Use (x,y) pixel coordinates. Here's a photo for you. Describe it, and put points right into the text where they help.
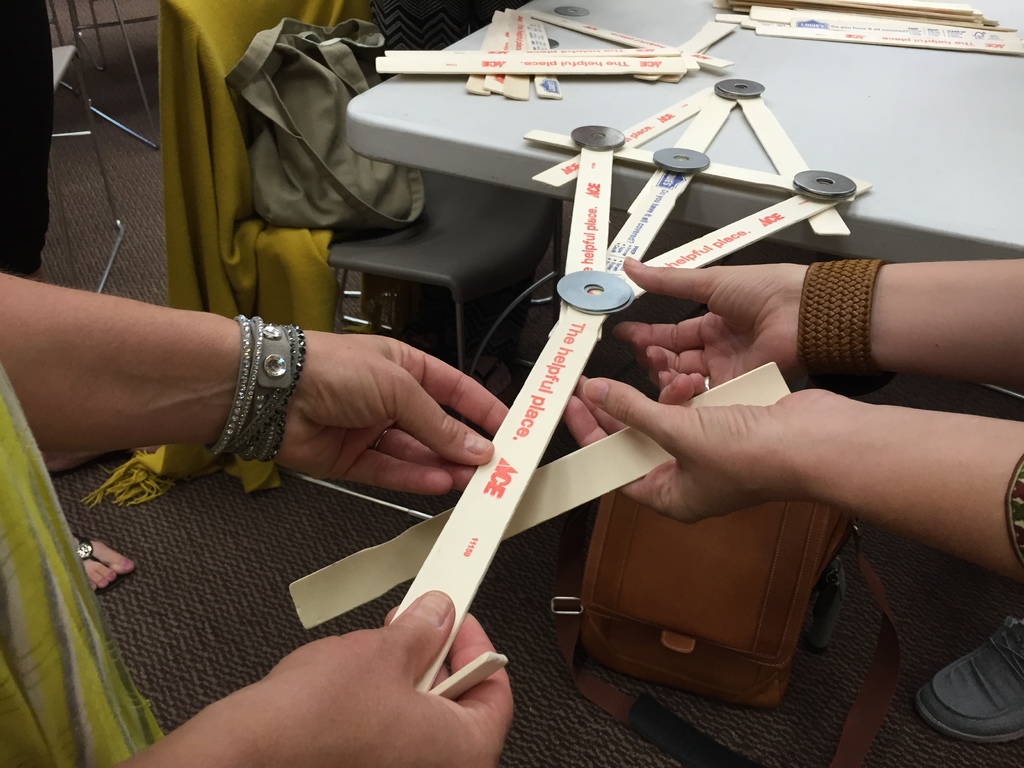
In this image I can see two people (929,442) holding the wooden sticks (567,480). I can see the person (317,416) wearing the green color dress (50,643). In the back (404,108) I can see the table (541,101) and the chair (386,237). I can see the bag (295,151) and the cloth (293,251) on the chair (412,253). And I can see the brown color bag (650,640) on the floor (606,727).
